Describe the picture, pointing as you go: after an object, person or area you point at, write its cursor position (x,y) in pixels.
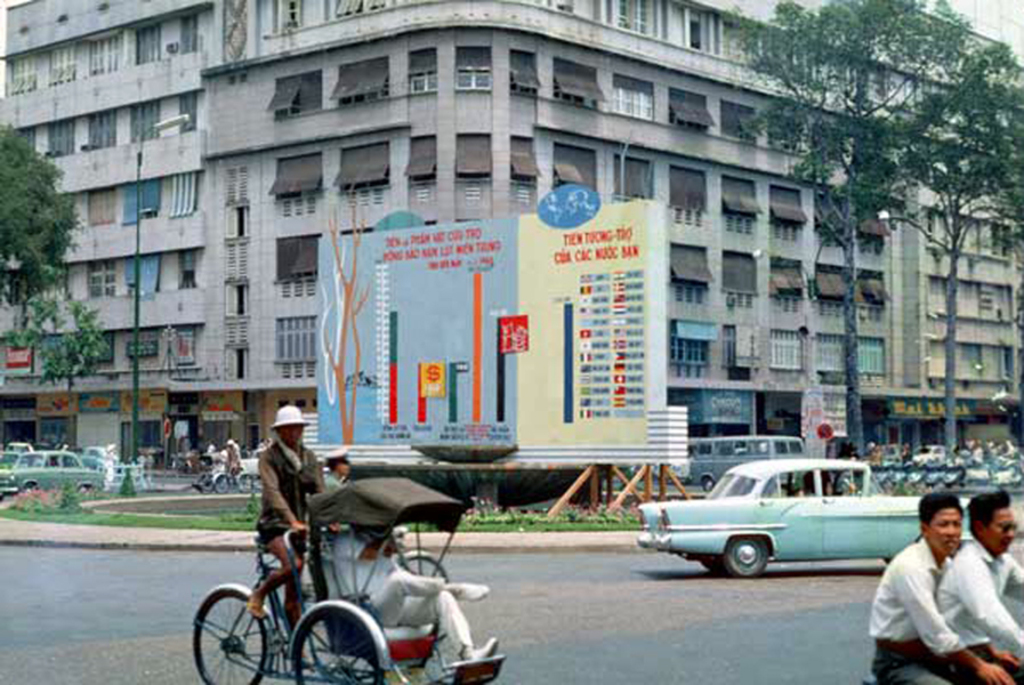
On the right side of the image (996,556), there are two persons (920,575) sitting on the bike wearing two white color shirts (933,586). In the background (790,506), there is a car (766,538) moving on the road (761,577), hoarding (637,344), trees (954,250), building (222,231), cars (18,480), grass (77,516) and other items (123,468). On the left side of the image (275,547), a man (281,572) is on the rickshaw (328,620) is driving the rickshaw (344,615) and other one (415,590) is sitting in the rickshaw (359,615).
